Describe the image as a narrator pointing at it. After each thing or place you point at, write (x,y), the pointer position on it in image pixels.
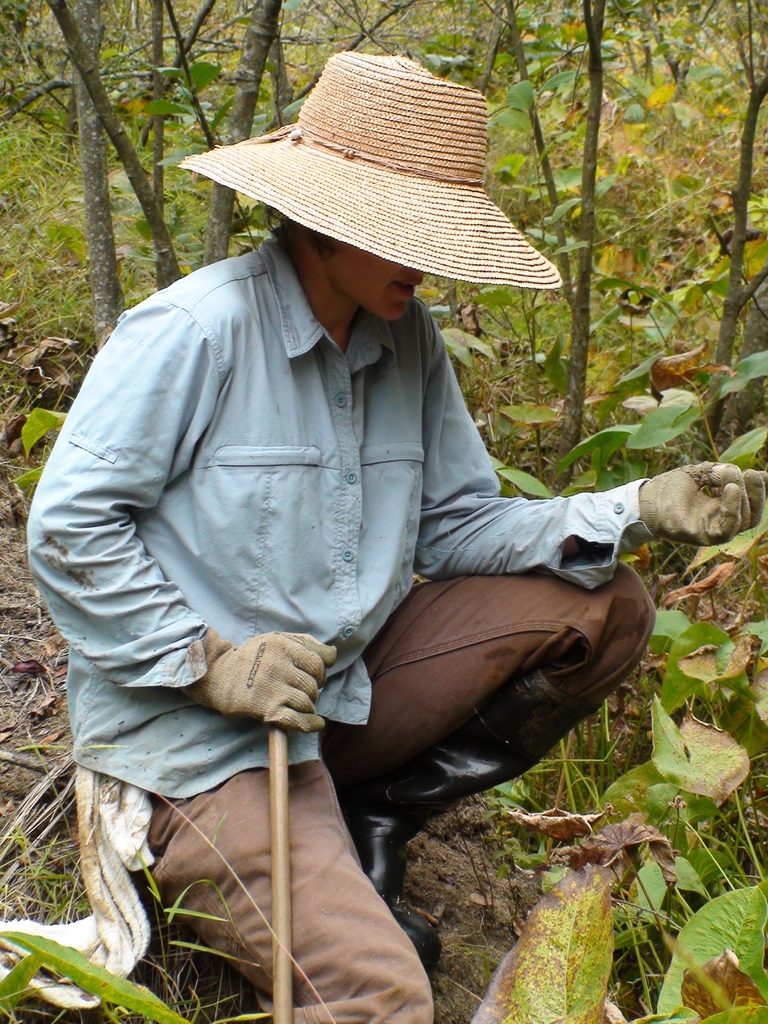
In the picture there is a person (366,749) sitting in a squat position and catching a stick (287,993) with one hand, there are trees (92,156) present.
